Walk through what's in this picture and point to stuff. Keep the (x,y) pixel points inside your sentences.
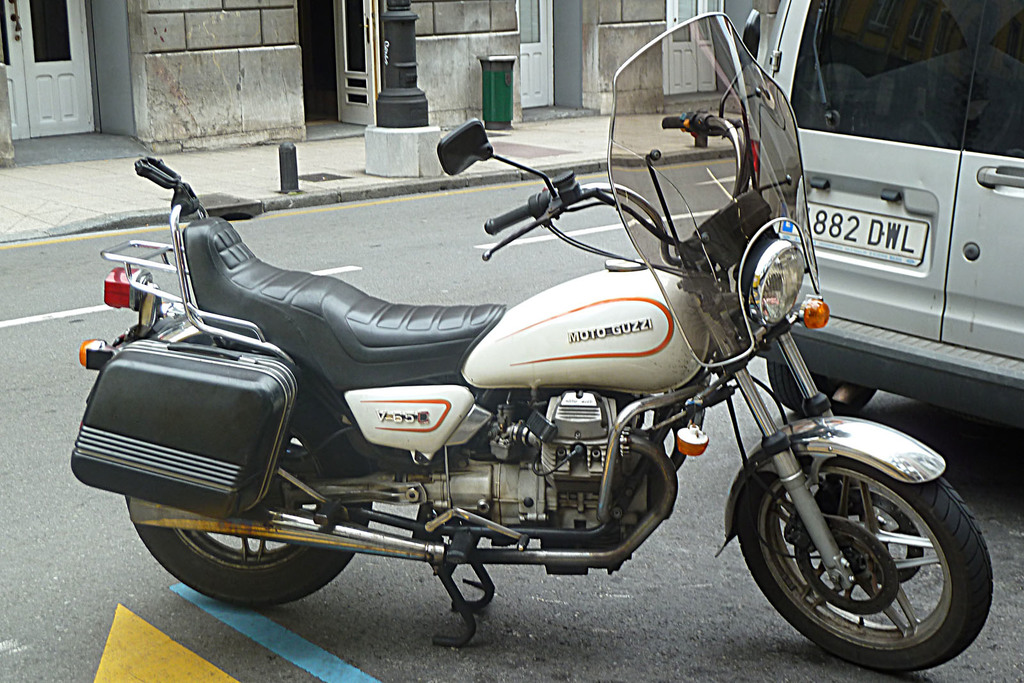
This image is taken outdoors. At the bottom of the image (39,477) there is a road (700,578). In the background (345,72) there is a building (317,47) with walls (453,48) and doors (338,53). There is a dustbin (506,83) and there is a pole (403,105) on the sidewalk (266,169). On the right side of the image (890,241) a car (933,276) is parked on the road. In the middle of the image (430,359) a bike (295,427) is parked on the road (731,573).
